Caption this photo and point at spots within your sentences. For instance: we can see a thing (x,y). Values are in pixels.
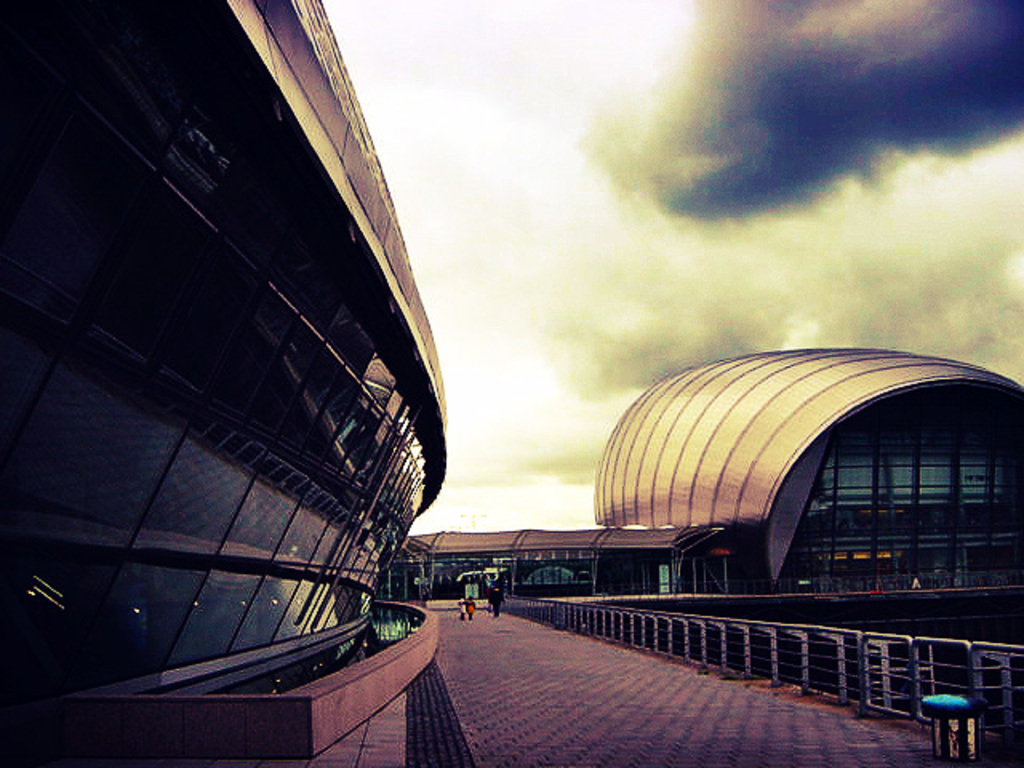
In the image there is a road (608,709) with red color bricks (608,692). There is a glass building (214,345) on the left side (230,369). Another glass building (896,486) on the right side (907,525). Three persons (492,604) are walking on the road (506,657). The sky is dusky.
